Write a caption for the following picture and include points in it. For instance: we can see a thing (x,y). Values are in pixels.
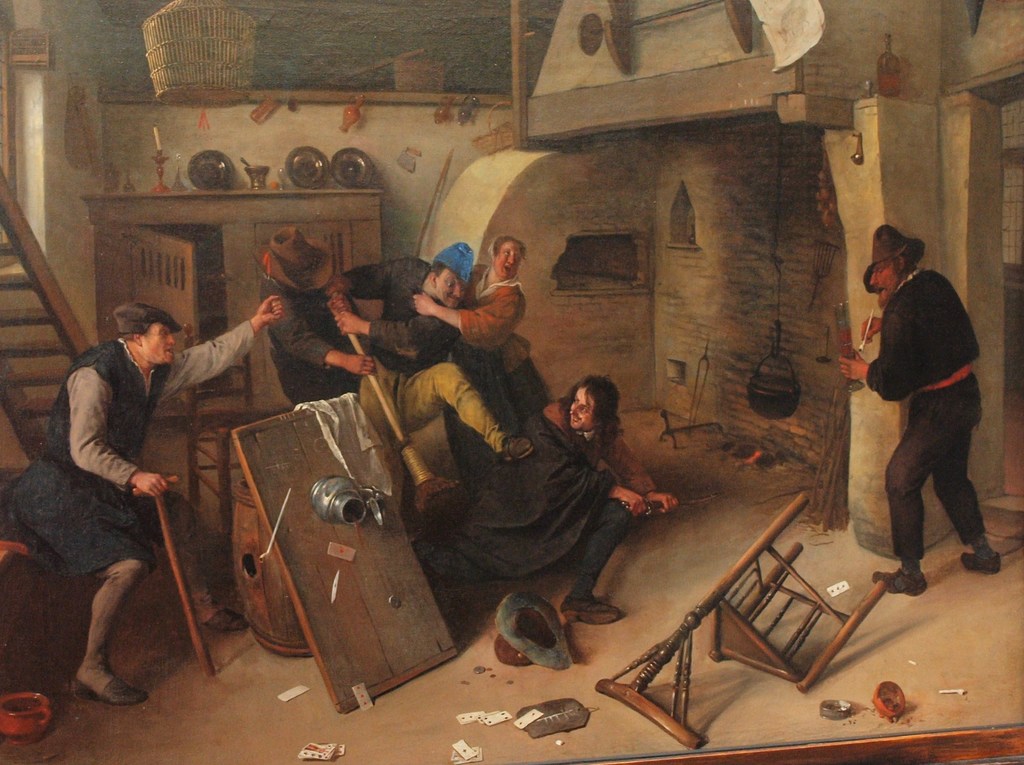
This image is a photo frame. In the center of the image (561,420) there are people (394,413). In the background of the image (340,149) there is wall (104,122). there is a cupboard (281,197) on which there are many objects (203,156). At the bottom of the image (609,694) there are many objects (626,701).
